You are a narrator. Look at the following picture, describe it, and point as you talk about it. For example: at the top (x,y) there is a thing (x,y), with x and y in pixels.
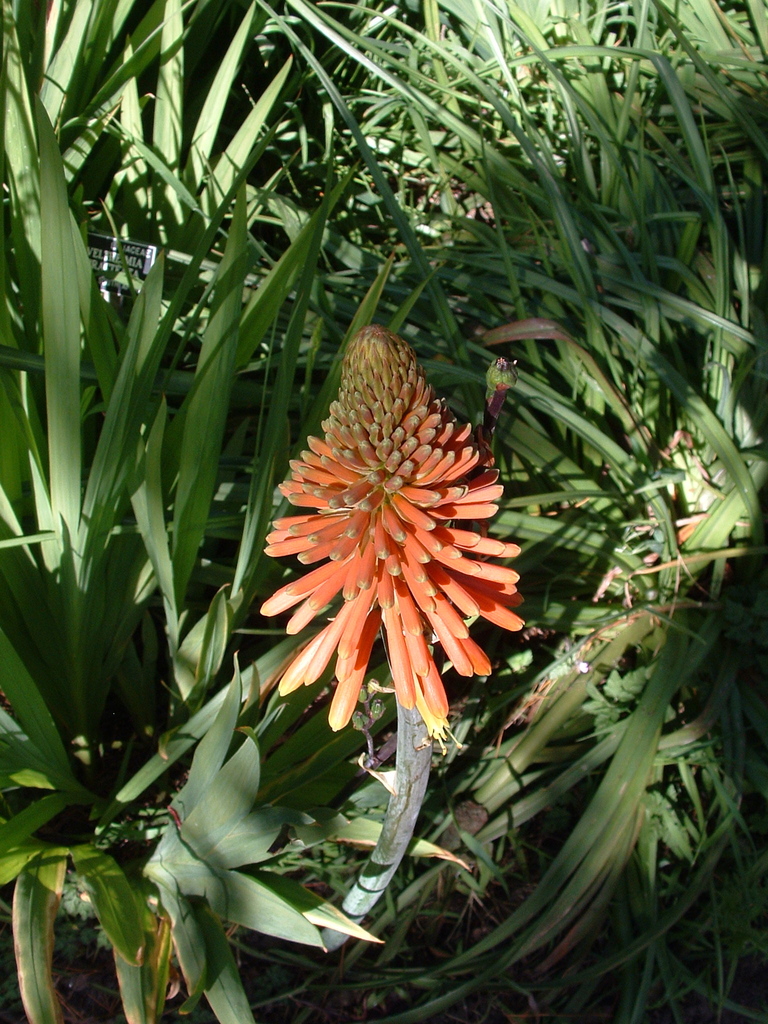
In the foreground of this picture (422,569), there is an orange flower (413,559) to the plants (413,87). In the background (488,97), we can see the plants (248,124).
